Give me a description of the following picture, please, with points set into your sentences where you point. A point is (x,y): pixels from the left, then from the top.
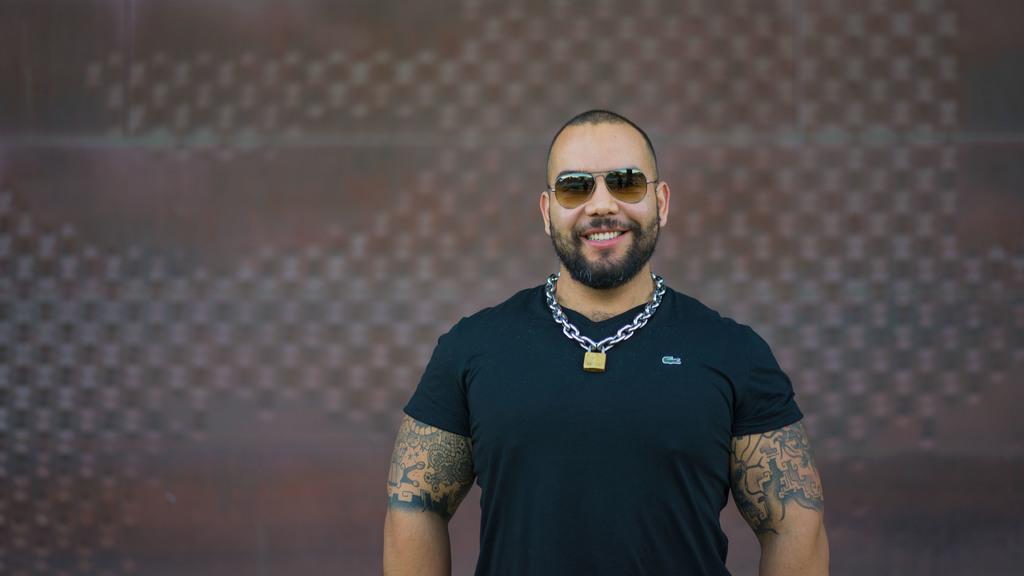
In this image I can see the person (679,381) is wearing black color dress (648,477) and tattoos (437,448) on the person's hands (757,469). Background (909,53) is in brown and white color.
